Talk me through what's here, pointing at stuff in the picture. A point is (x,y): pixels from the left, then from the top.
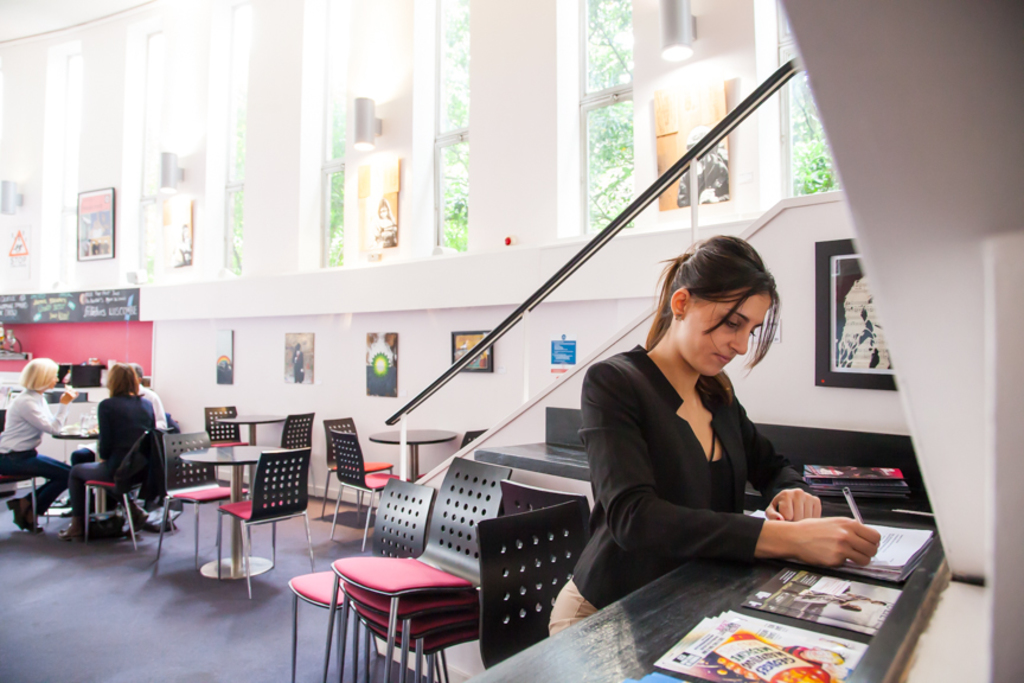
This is a building (504,176) where there are number of tables (260,415), one of the table (59,436) is occupied by these three persons (114,402) who are discussing about something. And there is a woman (666,367) is standing over here writing something. And this is the staircase (529,401) which is used to go to upstairs and there are some sceneries (372,219) on the wall (647,163) over here, there, back here.
